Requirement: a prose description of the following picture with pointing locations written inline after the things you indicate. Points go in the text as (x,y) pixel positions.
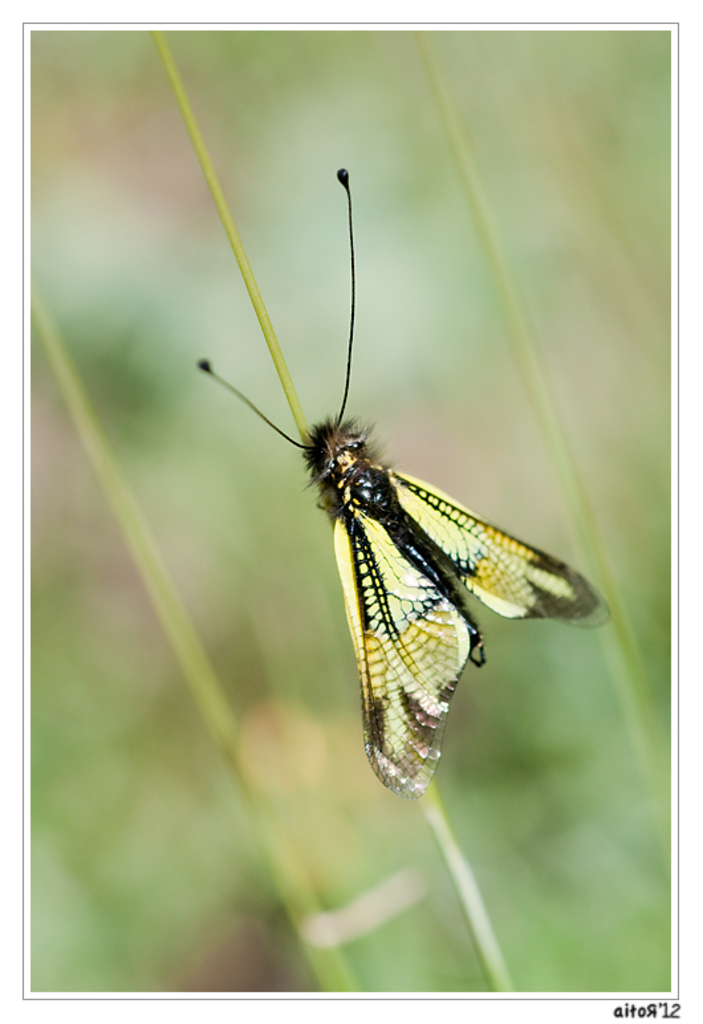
In the image there is an insect (392,669) laying on a grass (218,188) and the background of the insect (433,608) is green.
